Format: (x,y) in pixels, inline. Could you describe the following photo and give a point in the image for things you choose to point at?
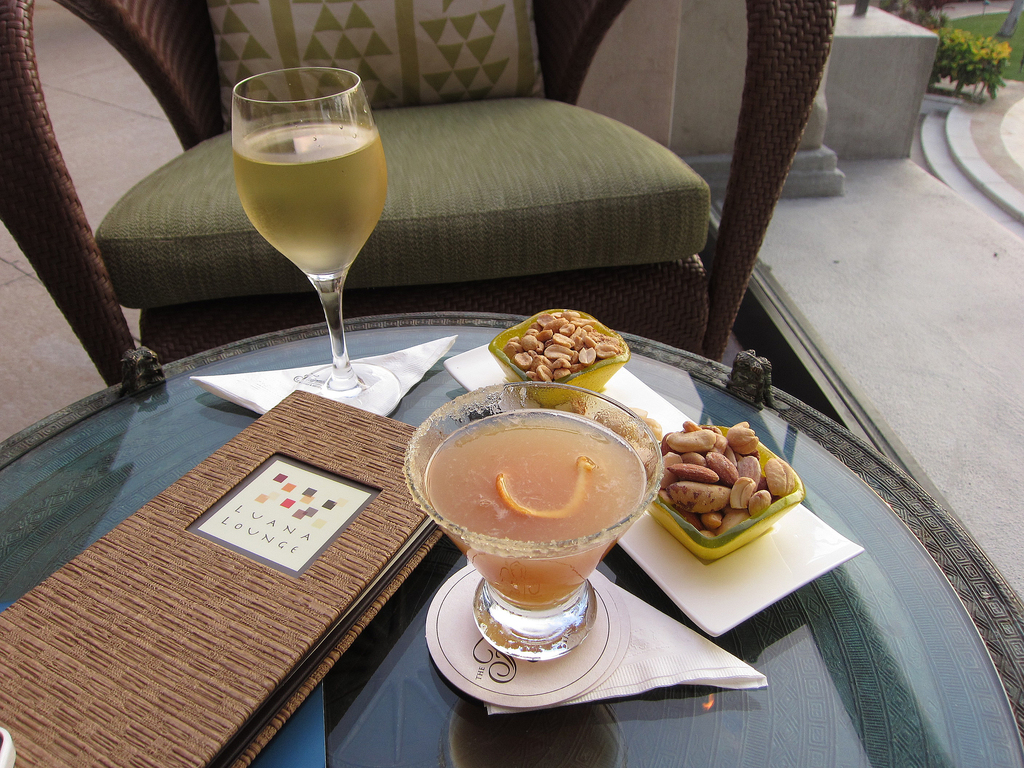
This is a table (102,430) with a wine glass (335,327) and a juice glass (571,491), two small cups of dry fruits (722,463) on the tray (742,580), tissue paper (416,377) and this looks like a book (329,640). This is a chair (522,84) with green cushion (605,212) on it. At background (1002,48) I can see small plants (983,69).
